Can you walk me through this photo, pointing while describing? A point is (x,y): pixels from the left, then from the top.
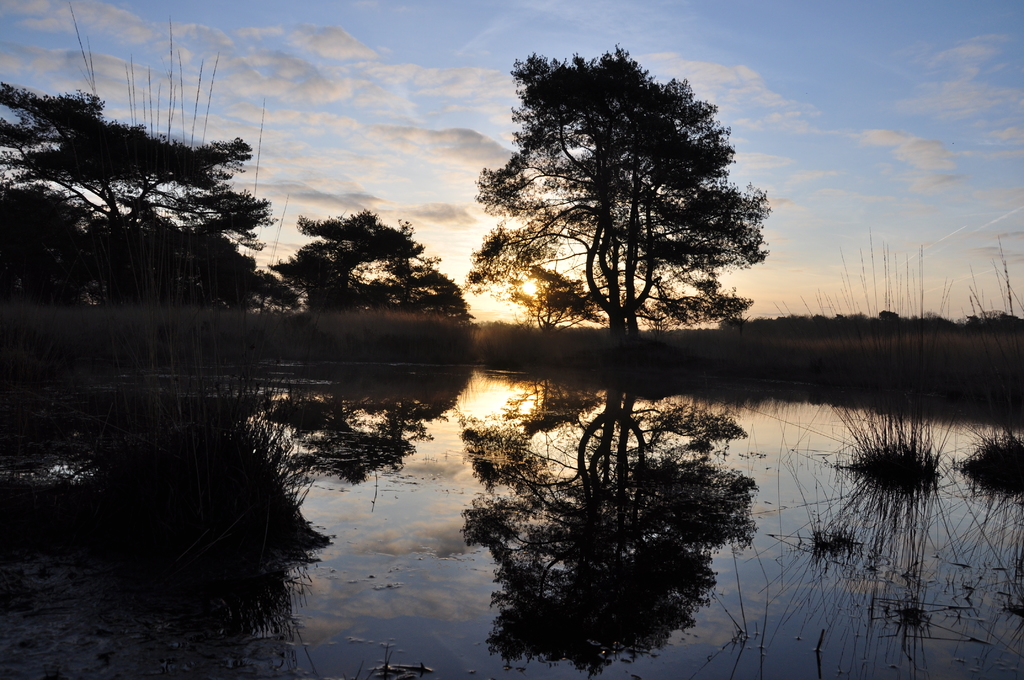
In this image I can see at the bottom (662,580) it looks like a pond (622,512). In the middle (528,241) there are trees (539,96), at the top (475,98) it is the cloudy sky (427,102).
